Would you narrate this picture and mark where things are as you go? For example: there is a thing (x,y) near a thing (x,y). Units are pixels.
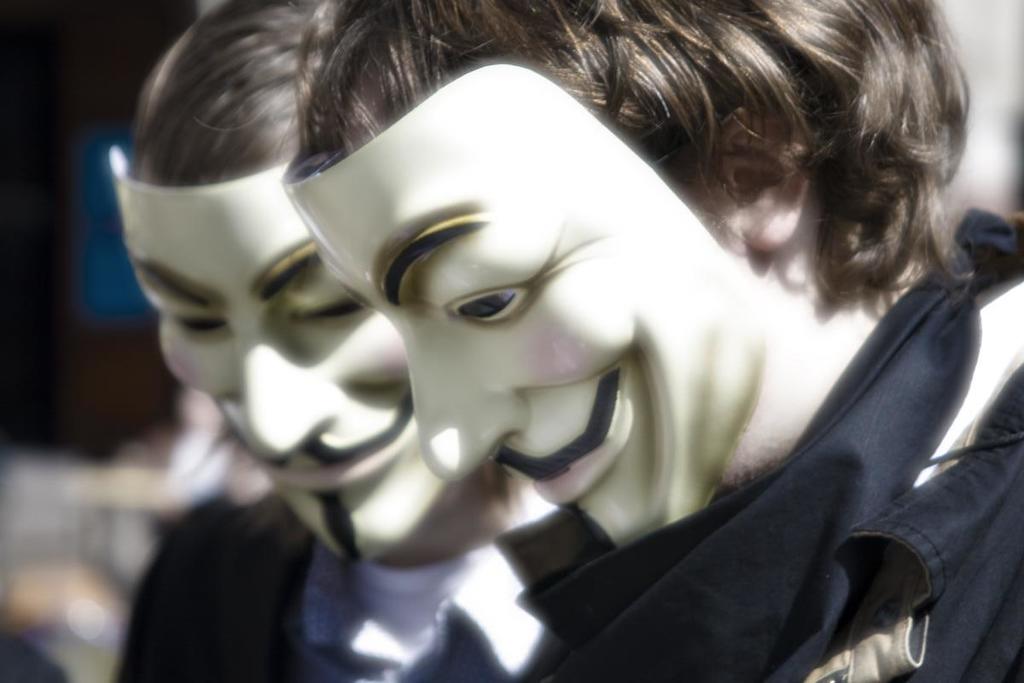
In this image I can see two persons (563,358). These two persons (423,430) are wearing masks (346,370). The background of the image (96,612) is blurred.
